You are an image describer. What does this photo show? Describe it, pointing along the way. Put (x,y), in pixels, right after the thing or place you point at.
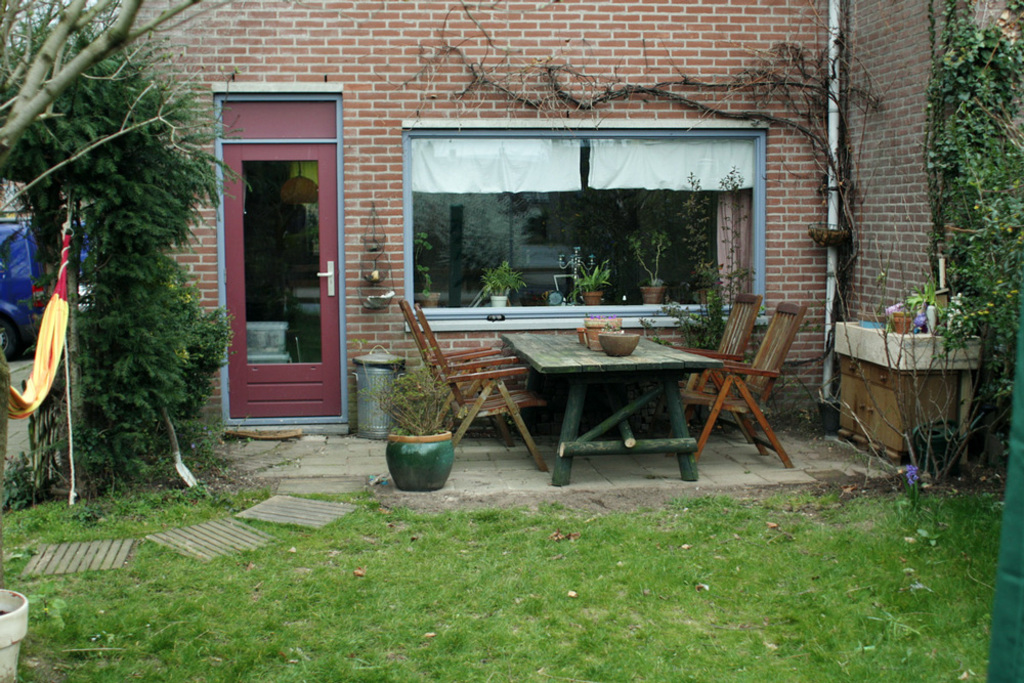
In this picture there is a wooden table (690,447) and four wooden chairs (484,370), there is a glass window (688,222) at the center of the image (649,271) and there are some flower pots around the image area, there is a red color door (257,186) at the left side of the image (259,309) and there are some trees (118,382) around the area and there is a grass floor (460,553) and there is a plastic pole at the right side of the image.
